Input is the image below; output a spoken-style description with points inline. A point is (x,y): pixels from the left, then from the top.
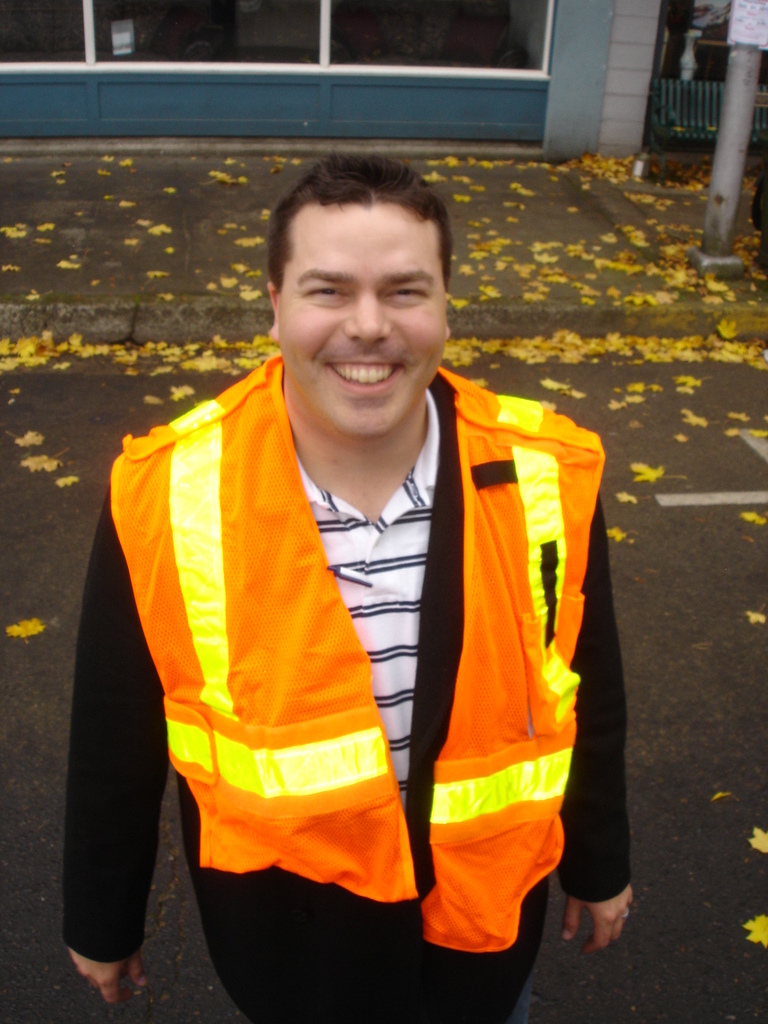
In this image we can see a person (304,666) wearing a jacket (428,583). On the ground (630,320) there are leaves (697,181). In the back (724,169) there is a pole (730,176). And there is a building (361,53).
